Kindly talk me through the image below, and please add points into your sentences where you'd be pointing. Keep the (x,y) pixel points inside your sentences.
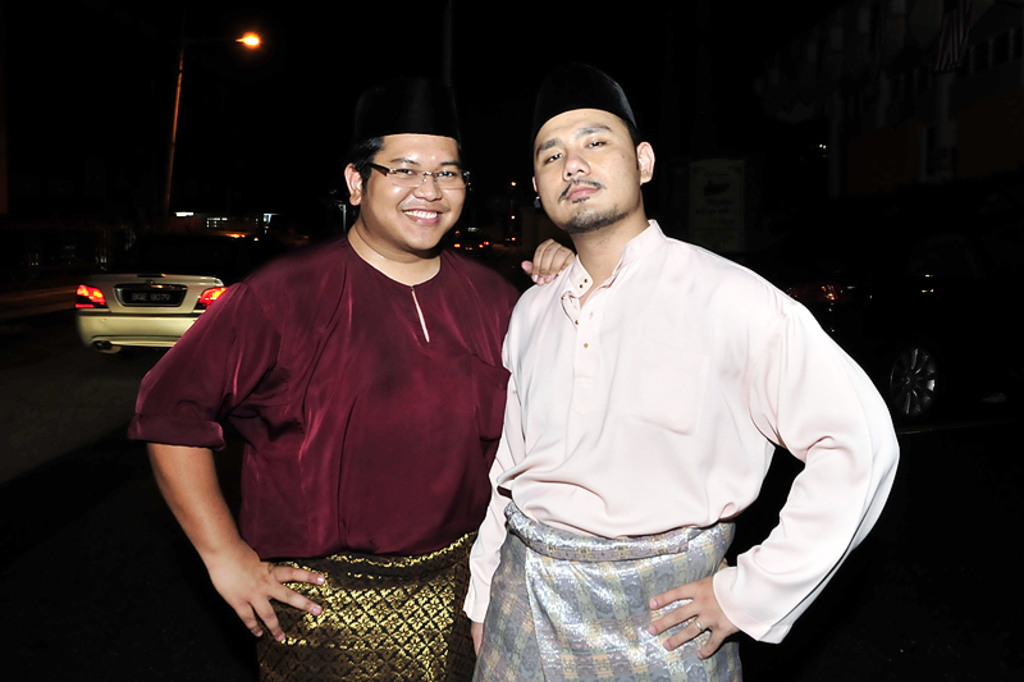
In the center of the image (415,424) we can see persons (443,465) standing on the road (62,349). In the background (49,371) we can see car (88,318), road (85,380), street light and buildings (863,183).
